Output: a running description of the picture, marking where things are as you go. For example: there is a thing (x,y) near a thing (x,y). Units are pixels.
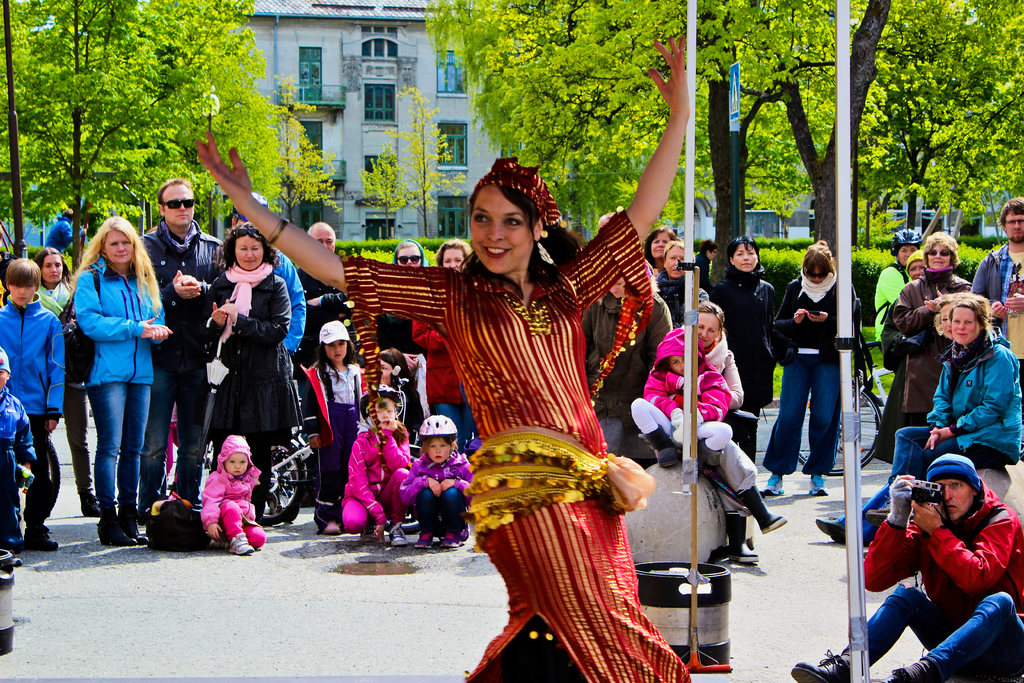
In this picture we can see a woman (606,500) is dancing in the front (596,433), in the background (452,84) there are some trees (142,73) and a building (409,83), we can see some people (684,300) are standing and some people (1005,427) are sitting in the middle (674,404), we can also see plants (869,255) in the background (876,245), a person (951,551) at the right bottom (944,540) is holding a camera (935,496).
